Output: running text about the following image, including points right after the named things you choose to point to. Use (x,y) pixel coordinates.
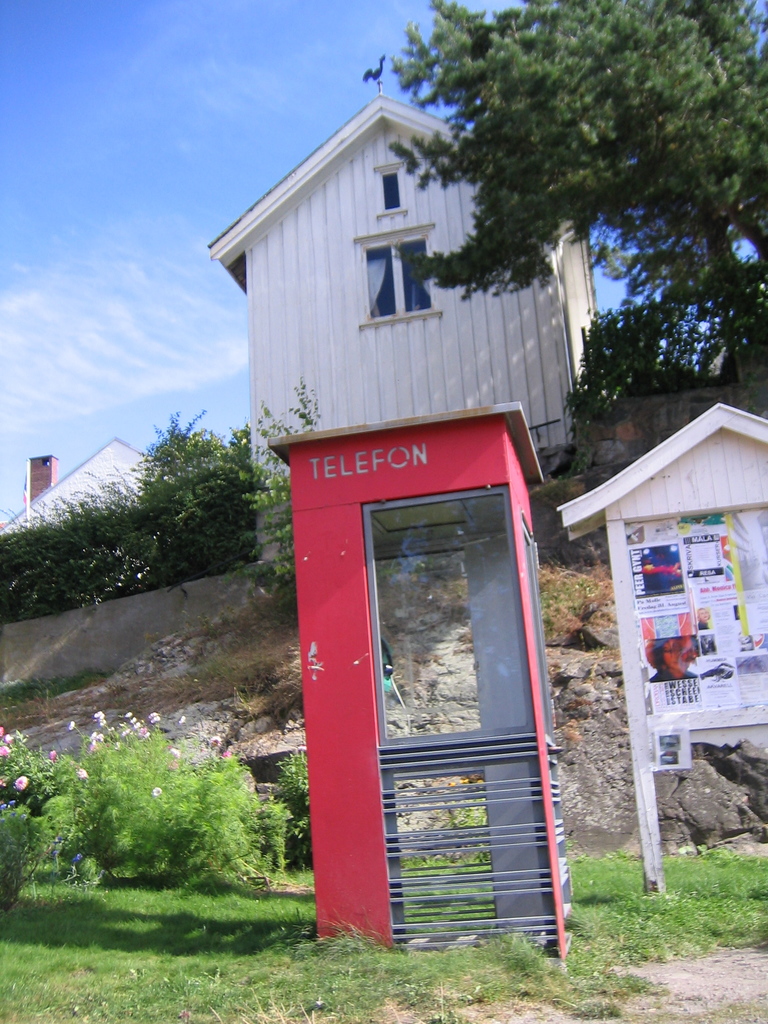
In this image we can see a telephone booth (537,847) on the ground (623,852) with some text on it, a wooden roof (665,445) with some papers (701,630) pasted on it, some grass (500,985), plants (213,805) with flowers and a wall (658,432) with stones (551,561). On the backside (172,296) we can see a house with roof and windows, some trees (135,583), a pole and the sky (177,304) which looks cloudy.
